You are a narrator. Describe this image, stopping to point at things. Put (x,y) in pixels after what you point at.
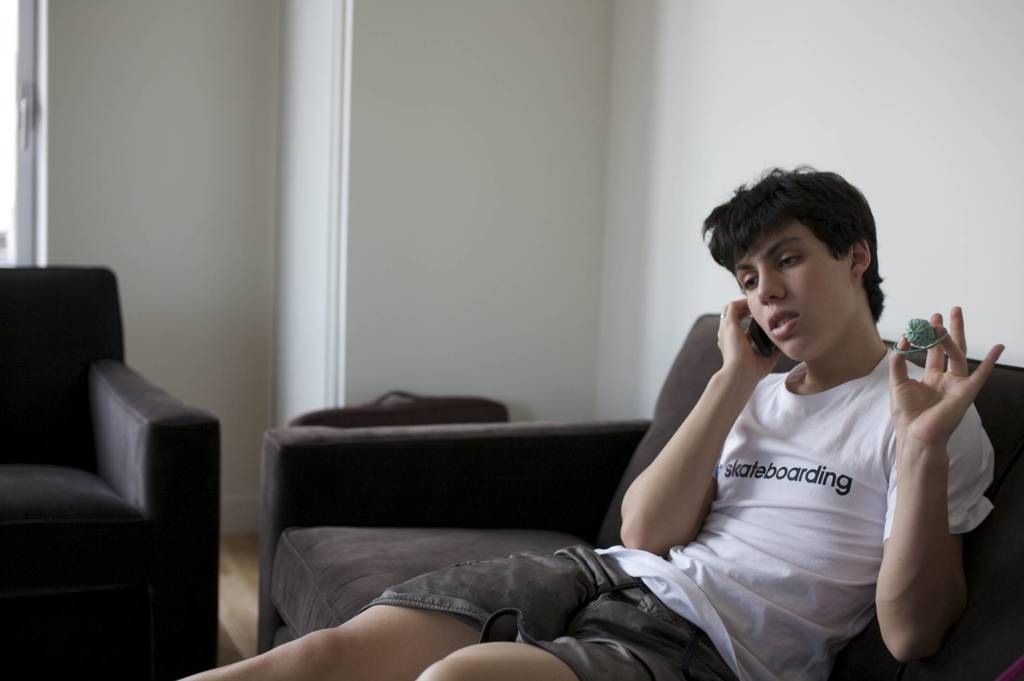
In this picture a boy (679,488) sitting on the sofa (444,520) holding a mobile phone (751,330) in his hand (735,327) and he seems like talking to the phone (771,349) holding some ball (921,340) in his hand (933,324). He is sitting on the black colored sofa (432,506) and in the back ground (521,163) i could see a plain wall (203,138) and in the left corner (30,92) there is a door (24,163).
